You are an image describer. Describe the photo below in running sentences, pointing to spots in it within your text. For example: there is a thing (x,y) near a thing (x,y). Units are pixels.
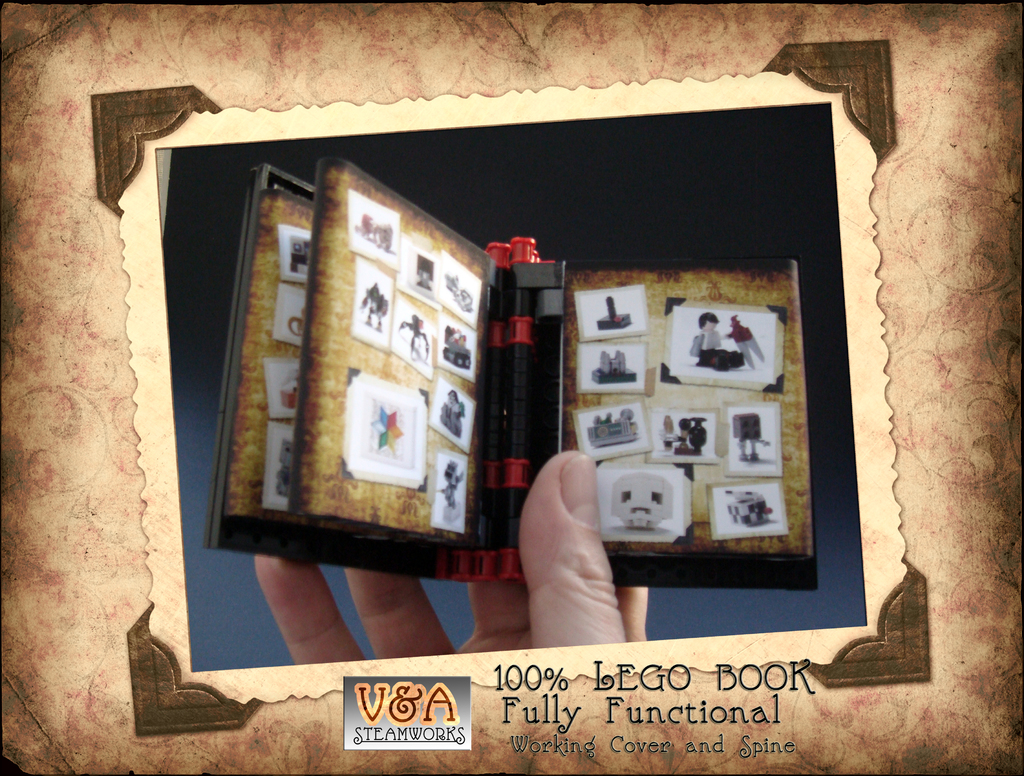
In the foreground of this edited image, there is a person's hand (590,593) holding a notepad like an object (624,412).
